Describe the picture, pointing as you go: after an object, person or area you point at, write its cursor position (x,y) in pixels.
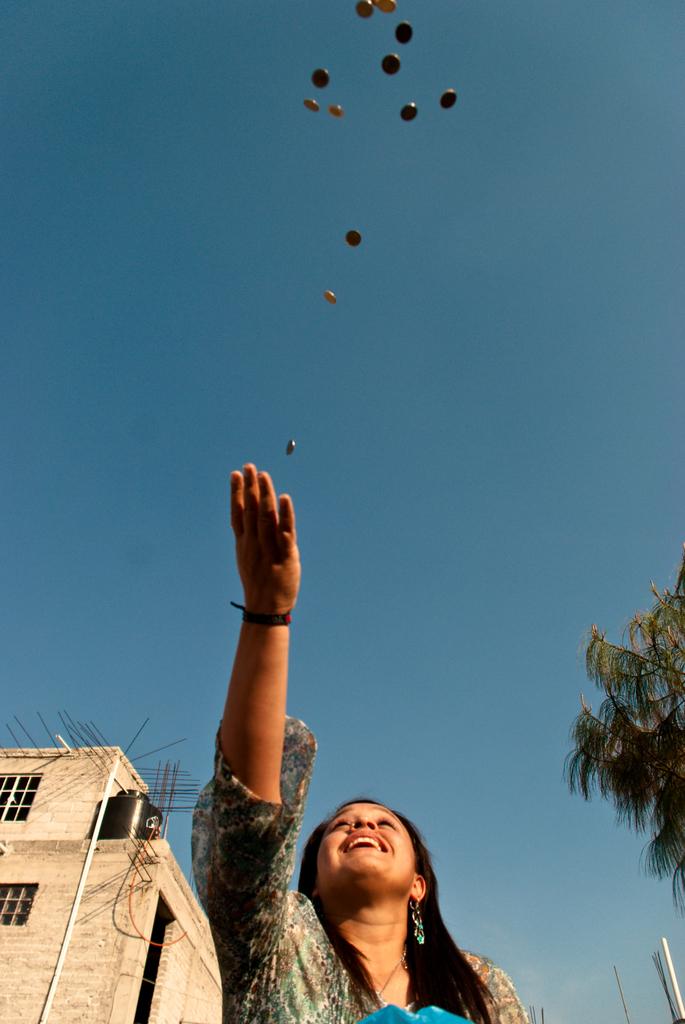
In this picture I can see there is a woman (326,945), she is smiling and there are few coins (361,14) in the air (303,335), there is a building (72,904) at left (76,964) and a tree (613,727) at the right side (661,776). The sky (544,555) is clear.
